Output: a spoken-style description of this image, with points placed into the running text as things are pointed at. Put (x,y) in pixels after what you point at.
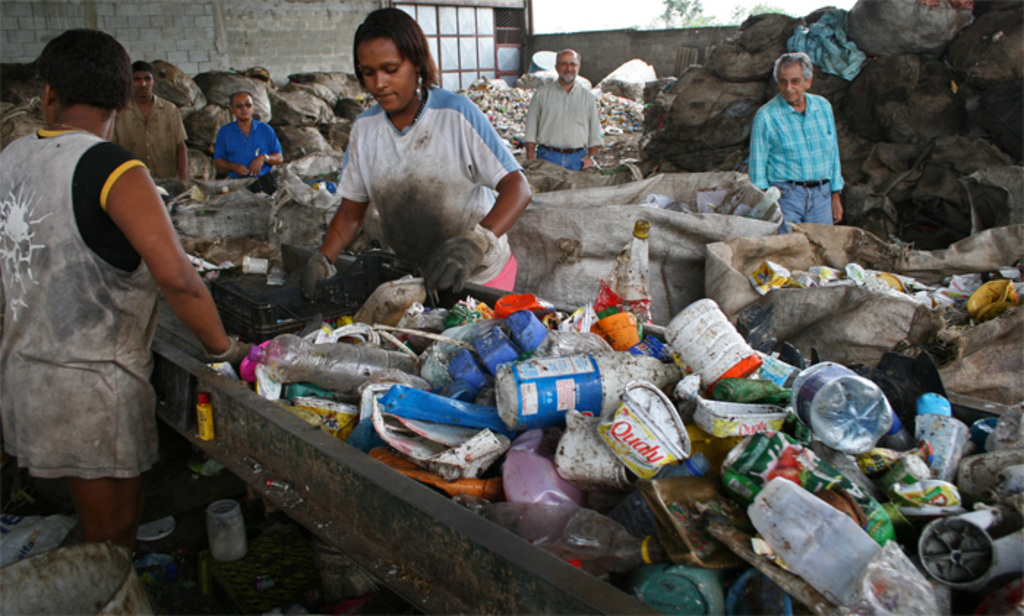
In this image I can see the garbage materials (440,403) and also there are few people (101,299) standing. In the background (185,58) there is a wall (608,52) and some trees (696,23).
